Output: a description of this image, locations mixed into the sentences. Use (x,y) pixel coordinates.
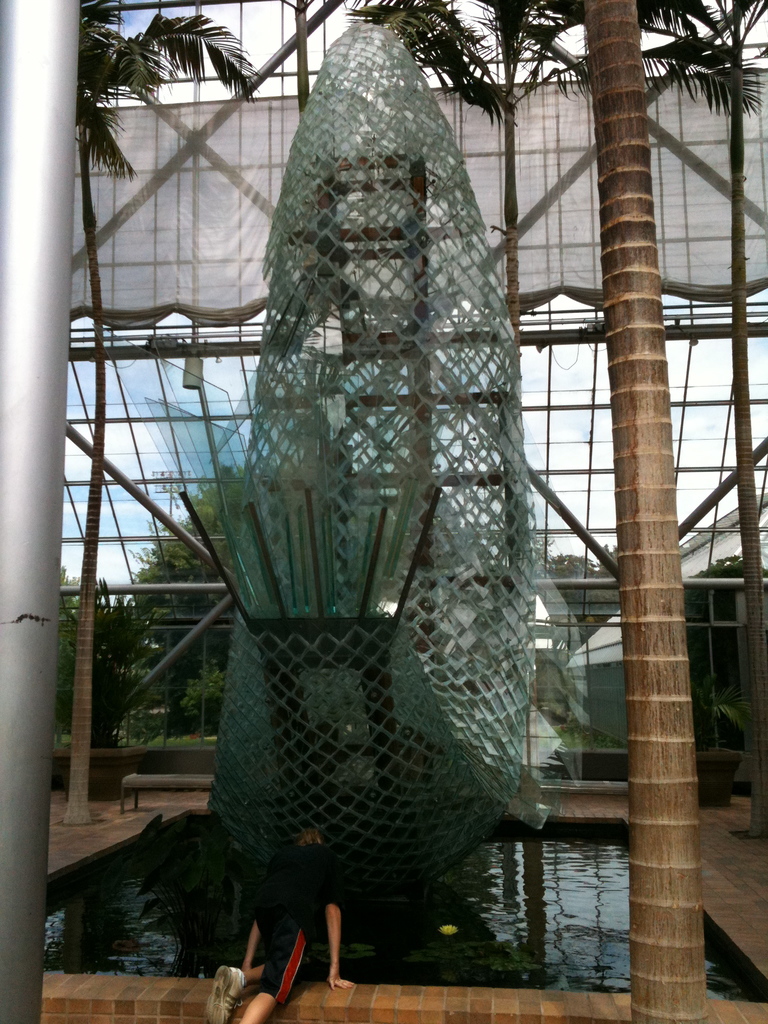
In the center of the image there is a person (284,926) looking into the water (408,971). In the water (442,949) there is a structure (306,305) covered with the net (351,496). Behind the structure (398,416) there are trees (101,136) and a glass wall (729,431) supported by metal rods (706,503). On the right side of the image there is a flower pot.
